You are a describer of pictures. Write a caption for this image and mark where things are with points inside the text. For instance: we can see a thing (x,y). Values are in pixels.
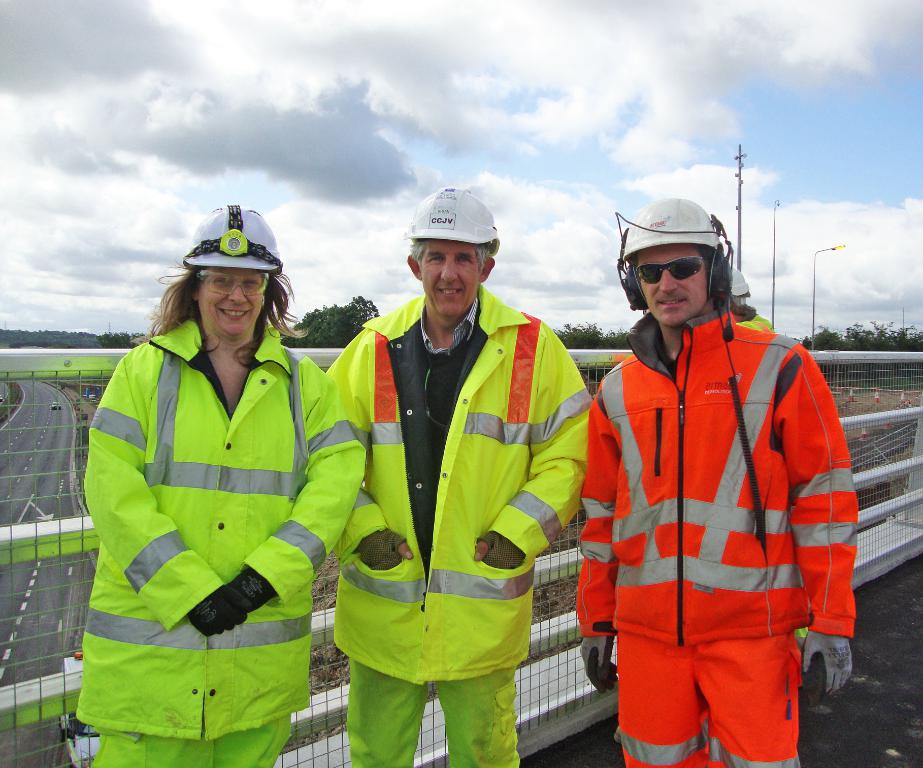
In this picture, there are three people (382,388) in the center (439,452). Among them, two (484,333) are men (404,514) and another is woman (288,433). Towards the left (214,575), there is a woman (289,493) and a man (366,500) wearing green jackets (371,493). Towards the right (662,469), there is another man (623,514) wearing orange jacket (664,491). Behind them, there is a fence (40,433). In the background (70,428), there is a road (13,420), trees (356,317), poles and sky (431,151) with clouds (379,52).
